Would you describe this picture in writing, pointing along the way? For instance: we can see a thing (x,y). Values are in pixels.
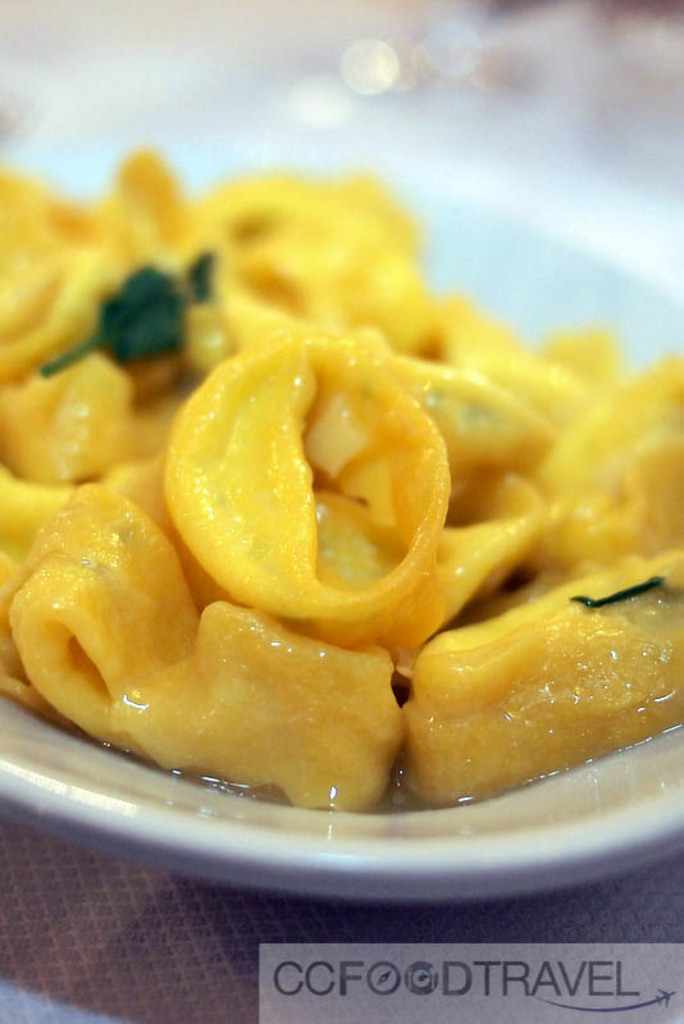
In this image, I can see a food item (136,620) in a plate (289,823), which is on an object (126,884). At the bottom of the image (299,1007), I can see a watermark (412,985). There is a blurred background (43,78).
